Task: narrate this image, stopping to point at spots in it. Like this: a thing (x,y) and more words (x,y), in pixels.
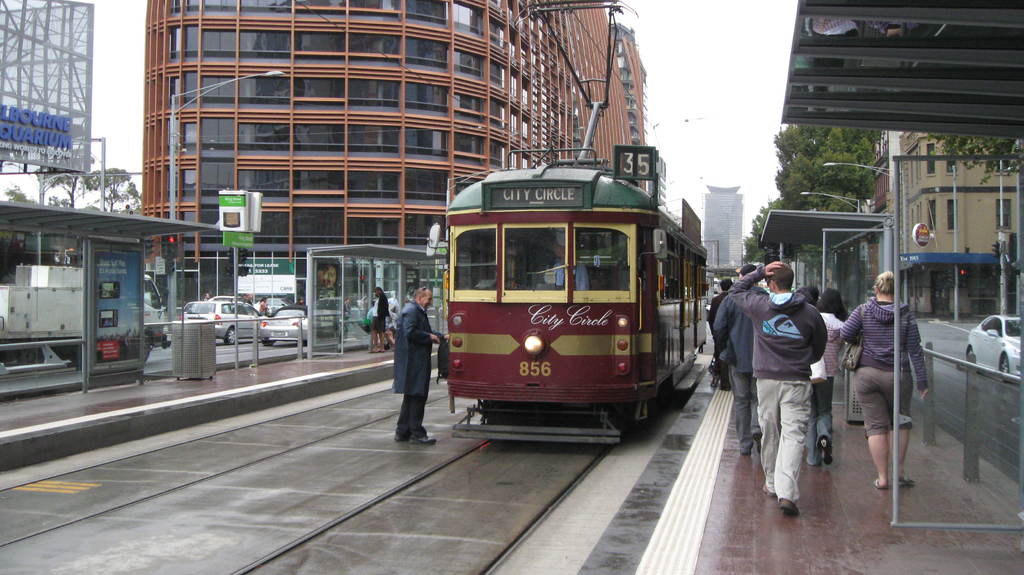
In this picture we can see a tram (545,286) and cars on roads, some people (762,296) walking on platforms (841,530), shelters (439,326), banners (101,277), trees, buildings (610,143) with windows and in the background (716,142) we can see the sky (700,88).
